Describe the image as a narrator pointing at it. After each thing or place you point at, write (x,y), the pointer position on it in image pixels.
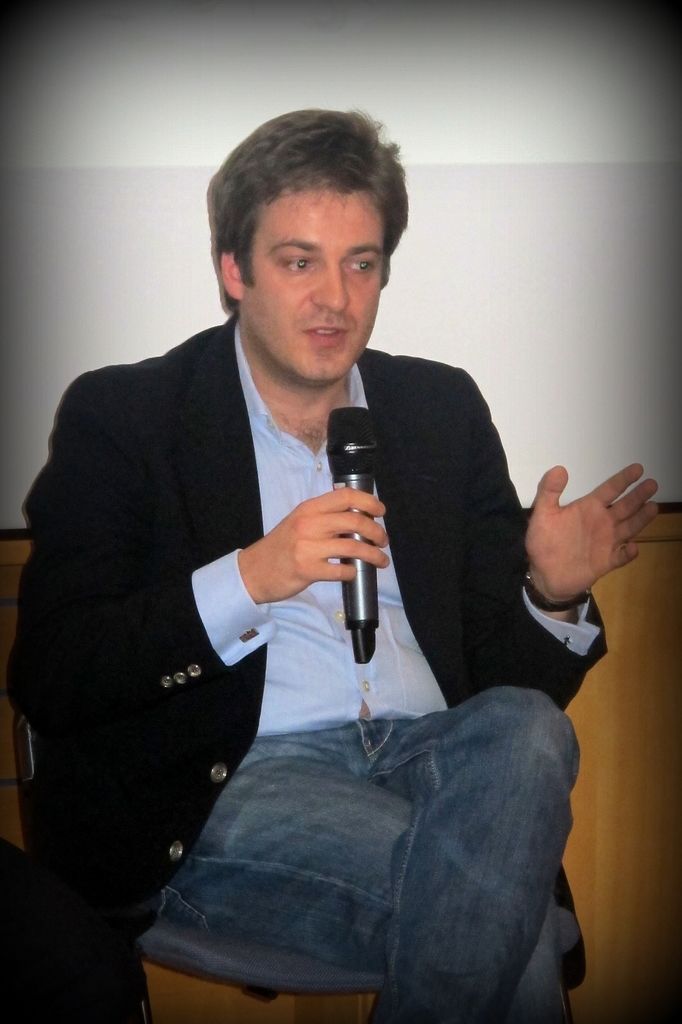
In this picture we can see a man (234,847) who is sitting on the chair (238,964). And he hold a mike (371,476) with his hand (351,556). On the background (524,164) there is a wall (574,112).
